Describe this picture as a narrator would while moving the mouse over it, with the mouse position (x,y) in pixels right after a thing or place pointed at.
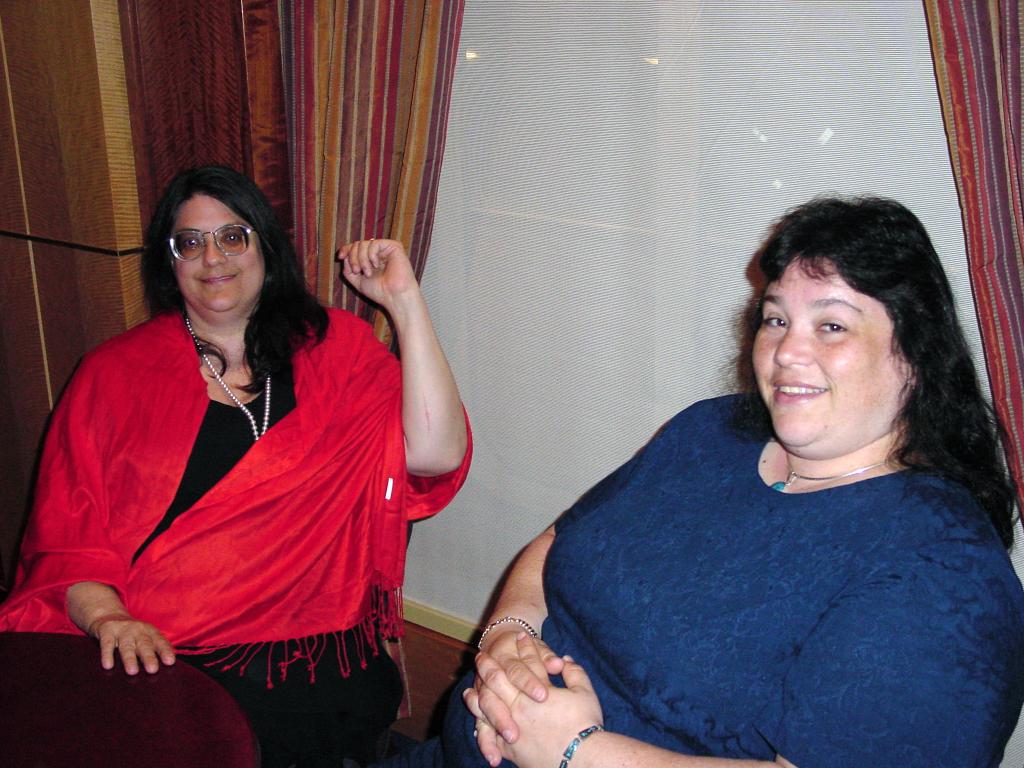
In this image I can see two women (277,461) are sitting and I can also see smile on their faces (196,306). I can see both of them are wearing necklace (204,357) and on the left side (52,475) I can see one of them has covered herself with a red colour cloth (155,551). In the background (343,59) I can see few curtains (348,113) and on the bottom left side (19,645) I can see a table (40,673).
